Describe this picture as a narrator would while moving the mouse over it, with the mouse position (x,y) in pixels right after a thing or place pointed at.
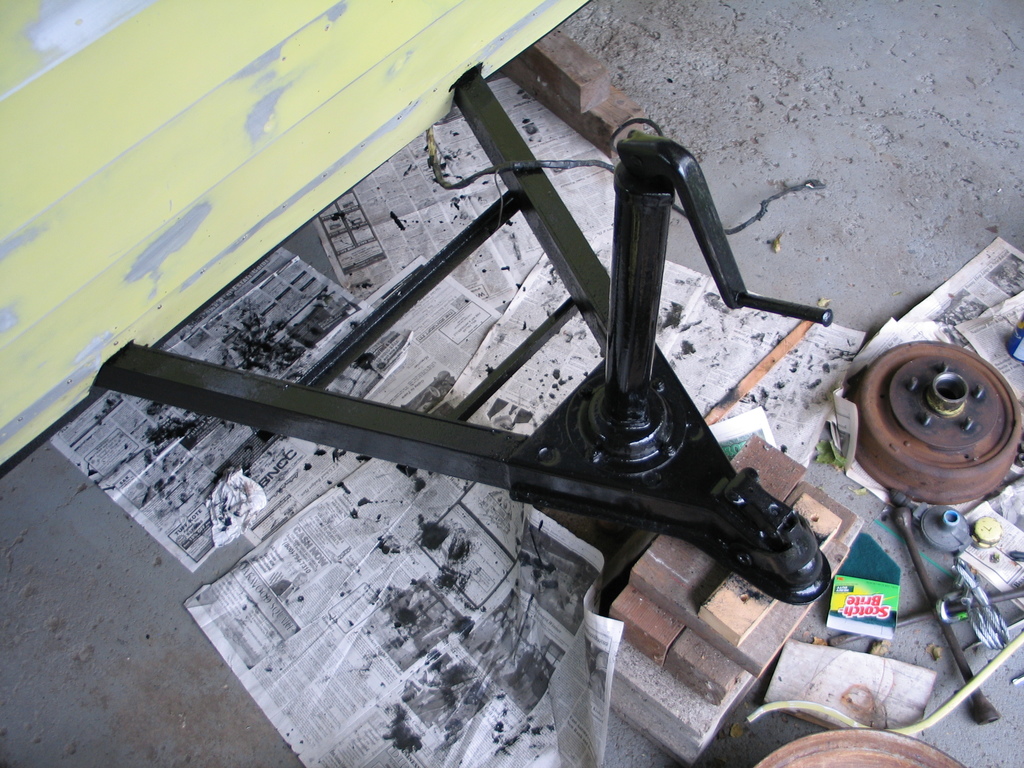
In this image there are papers (513,634), wooden blocks (772,631), scotch brite (842,585) and a few other objects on the floor (783,76).
